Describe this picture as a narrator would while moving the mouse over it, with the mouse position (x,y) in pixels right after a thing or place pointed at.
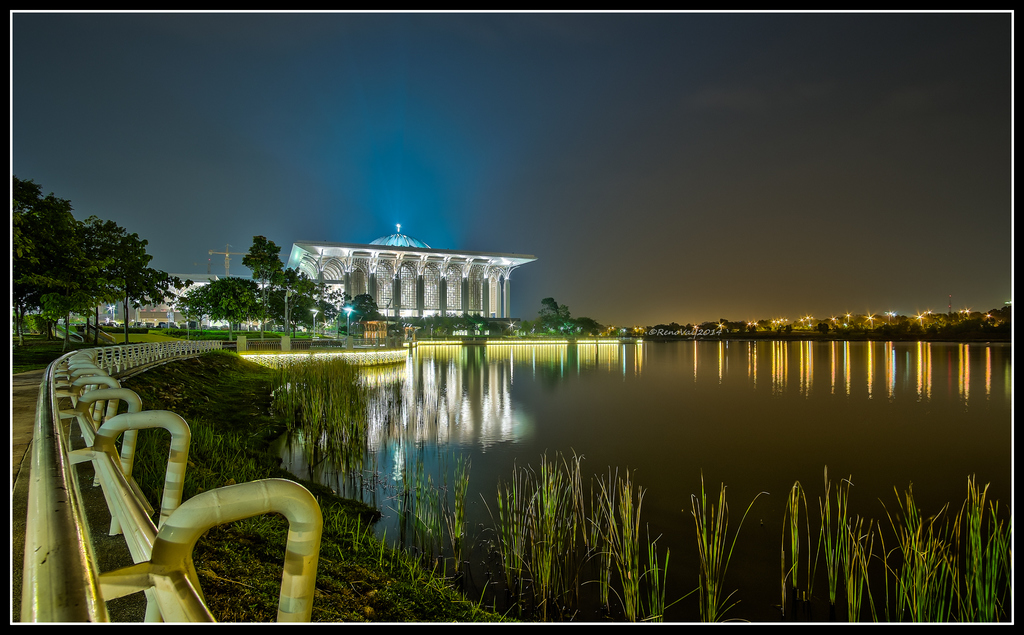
In the image in the center (546,415), we can see water (477,471), plants (352,372) and fences (337,345). In the background (286,203), we can see the sky (481,188), buildings (419,260), lights (927,313), trees (318,324) etc.
